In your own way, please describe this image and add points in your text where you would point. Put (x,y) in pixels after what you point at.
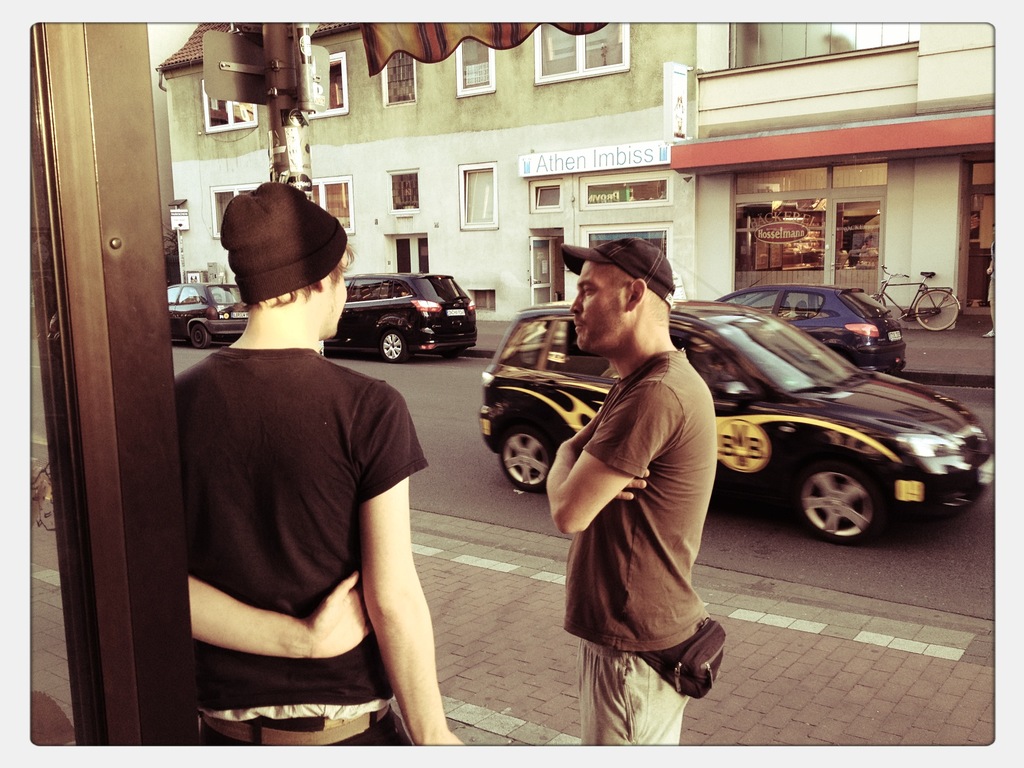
In the center of the image (382,436) we can see persons (389,537) standing on the road (555,631). In the background (879,385) we can see cars (852,393), buildings (583,130), pole (305,99) and bicycle (886,281).
